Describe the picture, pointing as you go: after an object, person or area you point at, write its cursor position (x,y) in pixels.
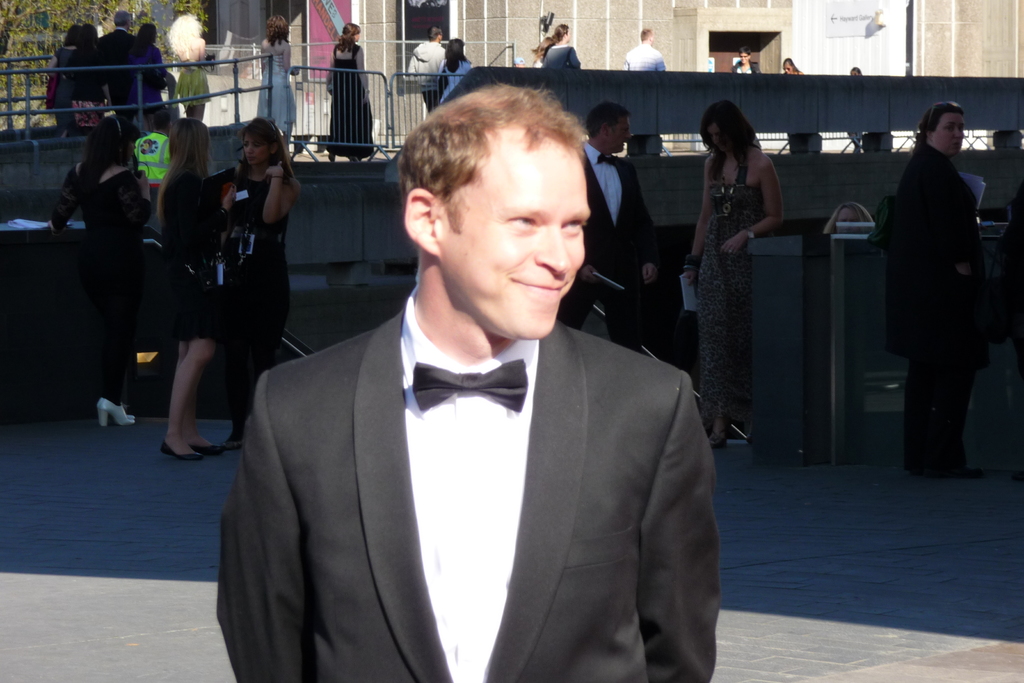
In this image we can see people (470,327) standing on the road (234,471) and some are walking on the road (230,483). In the background (35,20) there are buildings (228,18), trees (43,34) and grills (314,157).
